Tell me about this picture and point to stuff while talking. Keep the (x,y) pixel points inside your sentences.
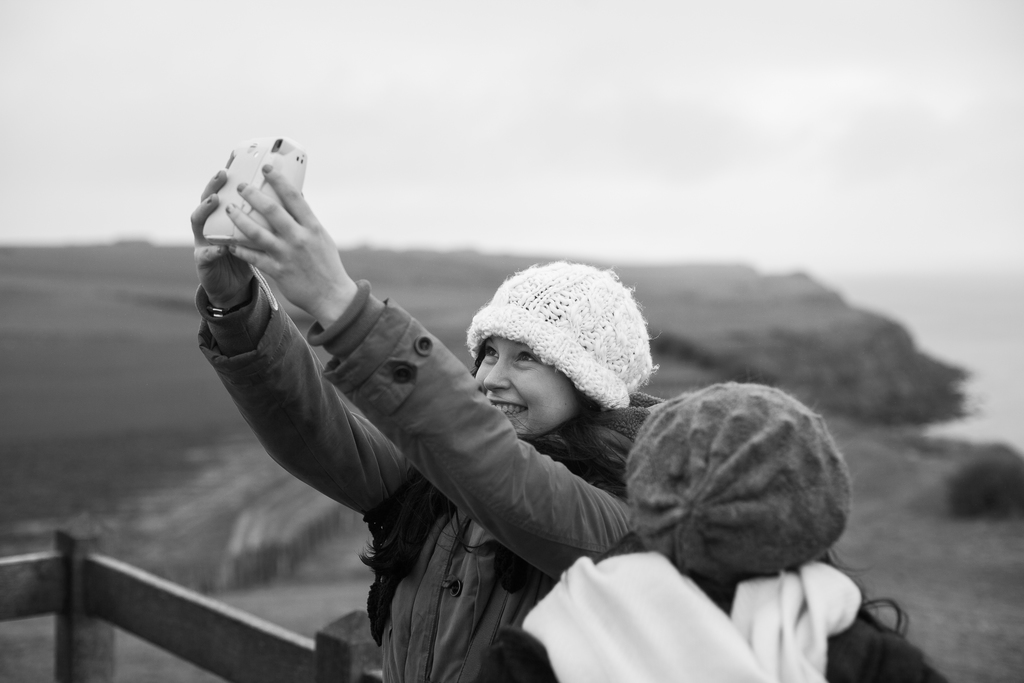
In this image there is a woman (370,411) holding a camera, beside the woman (240,248) there is another person (634,553), behind them there is a wooden fence (107,597), in the background of the image (174,581) there is sea (942,317) and landscape (61,317).
